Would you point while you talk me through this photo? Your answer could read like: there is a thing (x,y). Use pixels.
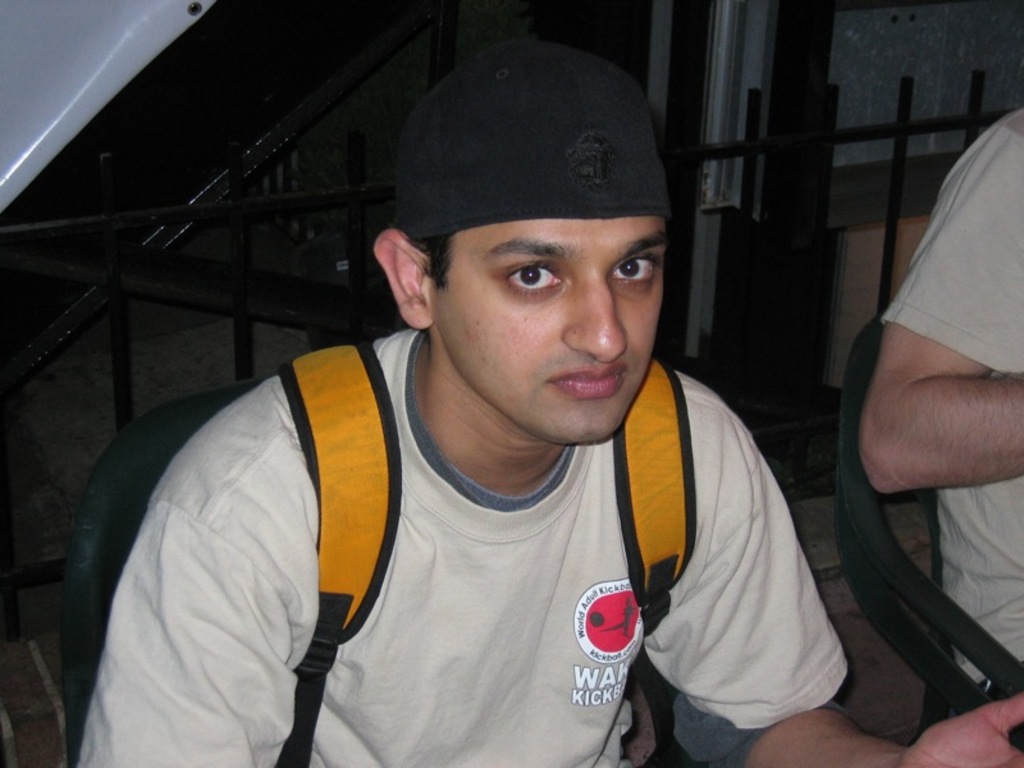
In this image I can see two persons (1007,507) sitting. In front (533,640) the person (515,644) is wearing cream color shirt (565,629) and an orange color bag (347,502), background (106,185) I can see the railing (360,335).
